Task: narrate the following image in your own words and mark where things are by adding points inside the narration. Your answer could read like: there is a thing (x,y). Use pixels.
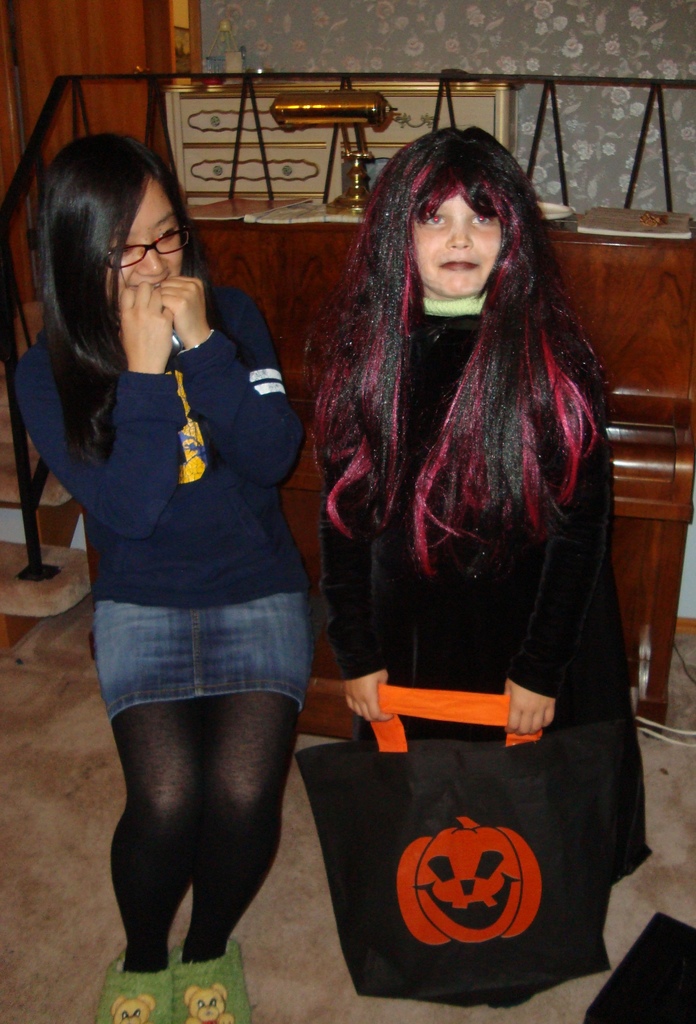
In this image I can see two girls (379,411) on the right side (466,532) girl (475,614) she holding a bag (502,751) and she wearing a black color dress (552,552). and in the middle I can see a table (667,397) and the wall (566,91).
